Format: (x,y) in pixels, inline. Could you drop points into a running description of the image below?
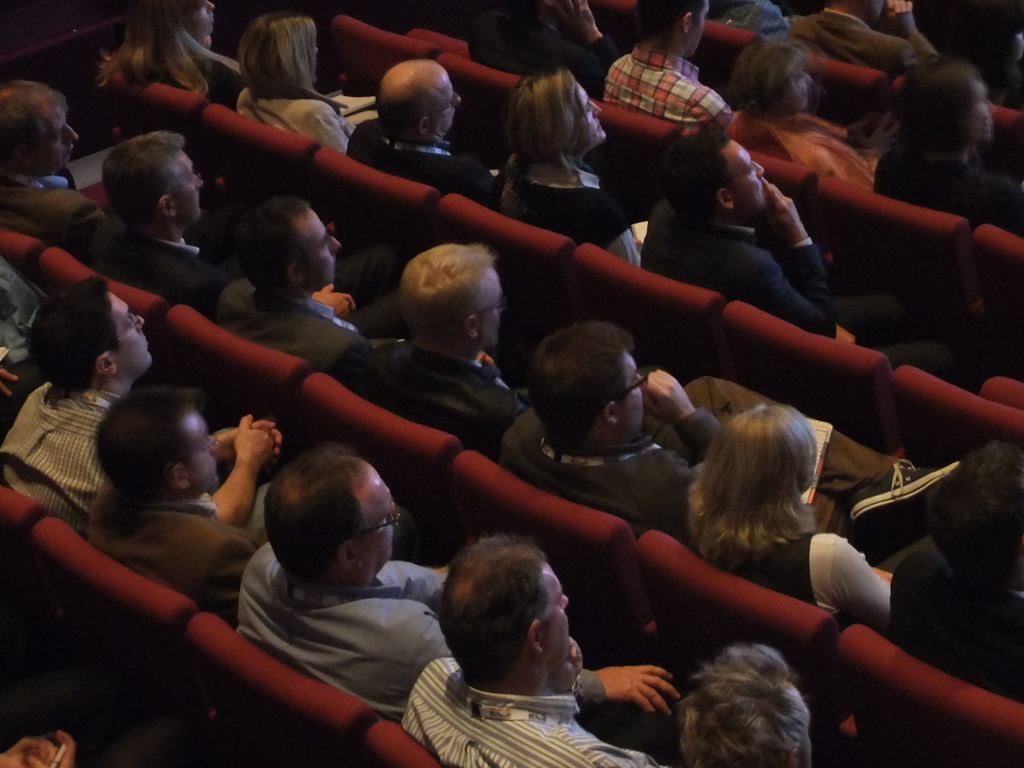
In this picture we can see some people (790,73) are sitting on chairs (783,641) and looking at something.
